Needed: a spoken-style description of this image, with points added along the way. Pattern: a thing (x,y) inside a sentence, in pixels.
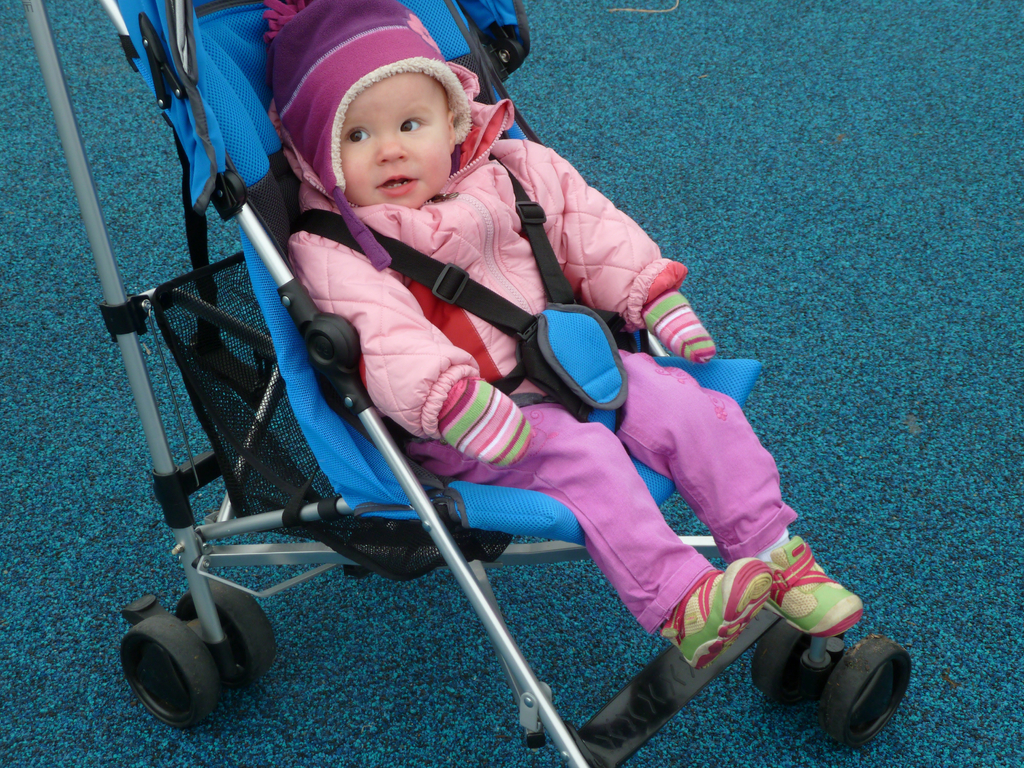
Here we can see a baby (561,433) is sitting on baby chair (411,514). This baby (412,293) wore jacket (475,268), gloves (685,347) and cap (352,86). Background (953,138) is in blue color.
